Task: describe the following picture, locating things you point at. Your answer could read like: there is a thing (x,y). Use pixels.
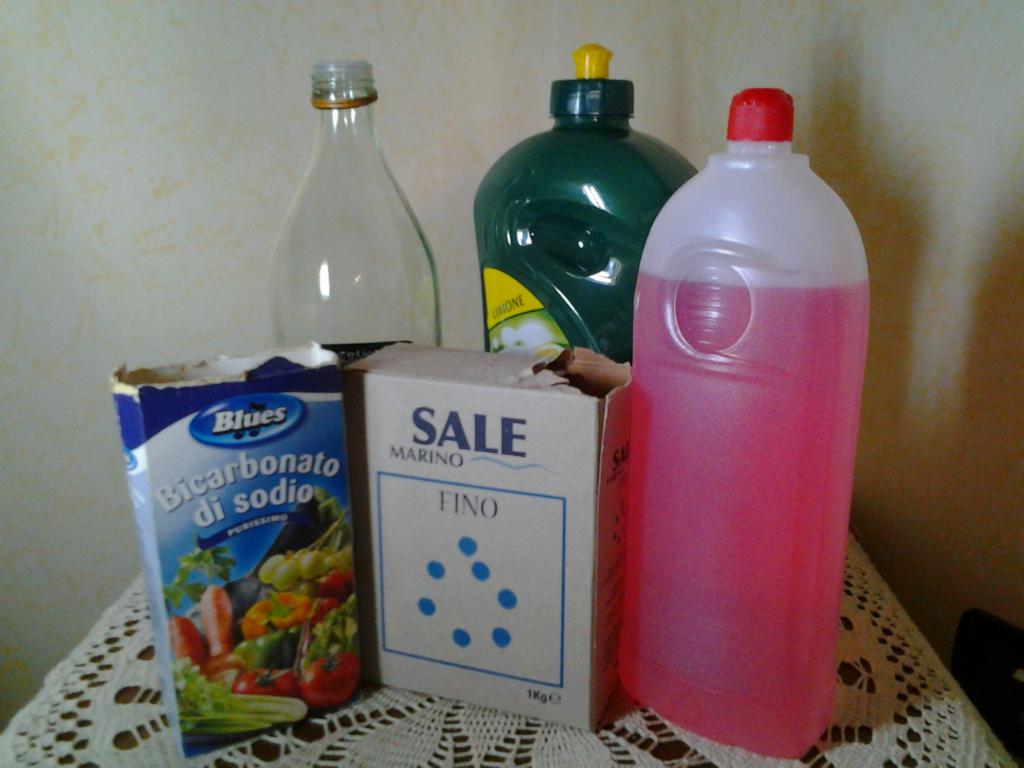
This is the picture taken in a room (318,740), this is a table (390,728) on the table (449,730) there are boxes (315,528) and bottle (494,259). Behind the bottle (425,246) there is a wall (946,318).
